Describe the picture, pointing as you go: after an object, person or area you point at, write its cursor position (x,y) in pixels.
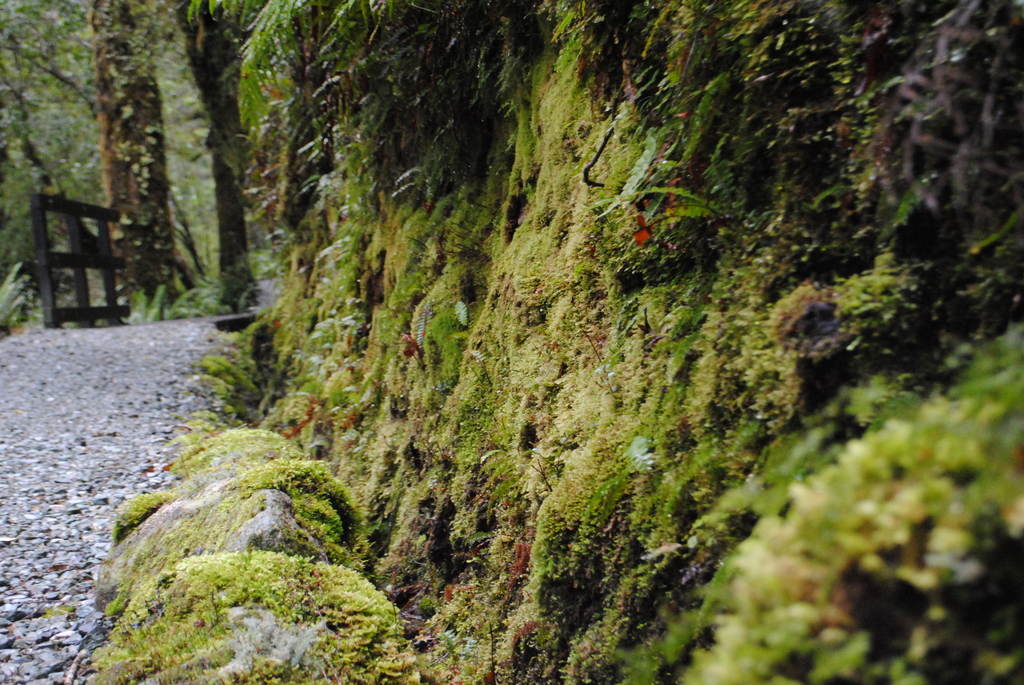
In this picture we can see the moss (373,415) and rocks (464,264). On the left side of the rocks (245,538) there is a path (62,398) and an object (50,279). Behind the object (43,255) there are trees (118,65).
